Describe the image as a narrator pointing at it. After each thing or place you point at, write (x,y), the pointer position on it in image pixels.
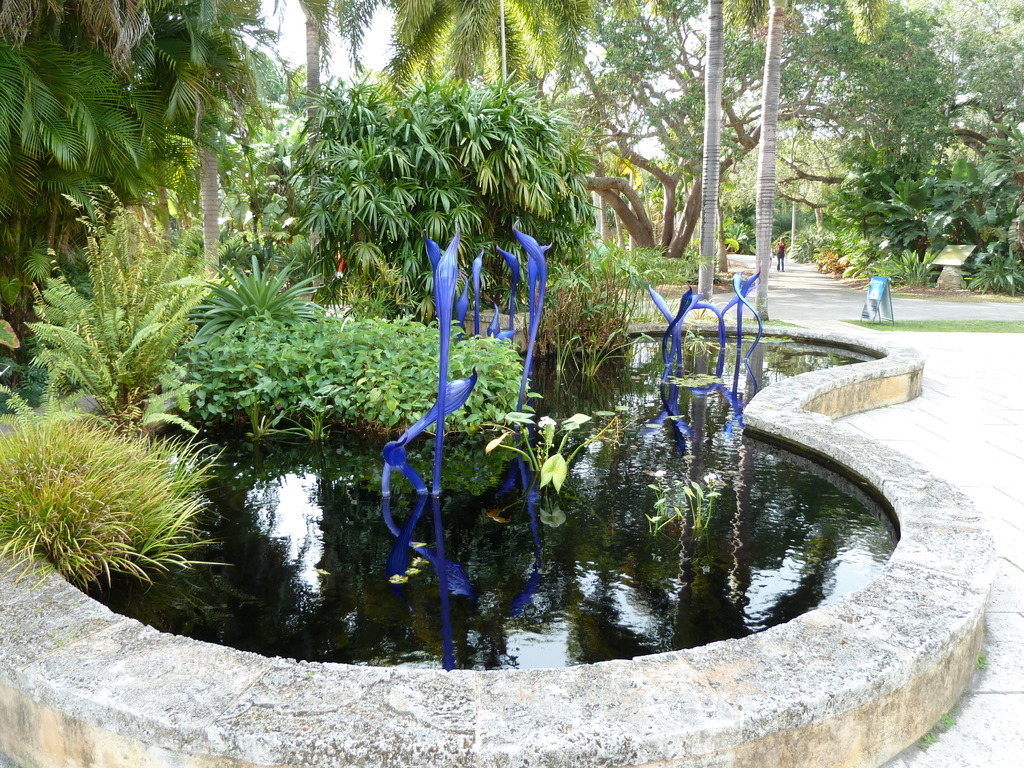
In this picture we can see plants (481,408) in the water (244,498) and behind the plants (211,305) there are trees (401,119), sky (392,50) and a person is standing on the path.
